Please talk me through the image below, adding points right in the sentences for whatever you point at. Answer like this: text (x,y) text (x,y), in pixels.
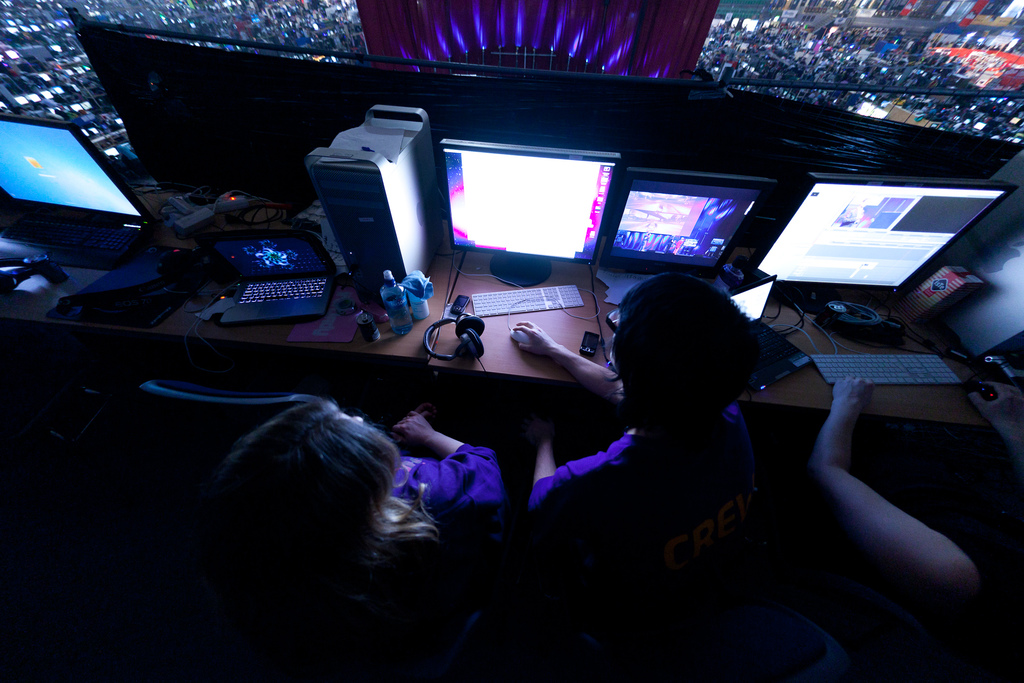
In this image we can see some people (581,473) sitting on the chairs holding a mouse (523,336) beside a table (504,357) containing some monitors (460,246), laptop (254,319), bottles (394,309), keyboard (576,290), CPU (387,255) and some wires (860,314) on it.
